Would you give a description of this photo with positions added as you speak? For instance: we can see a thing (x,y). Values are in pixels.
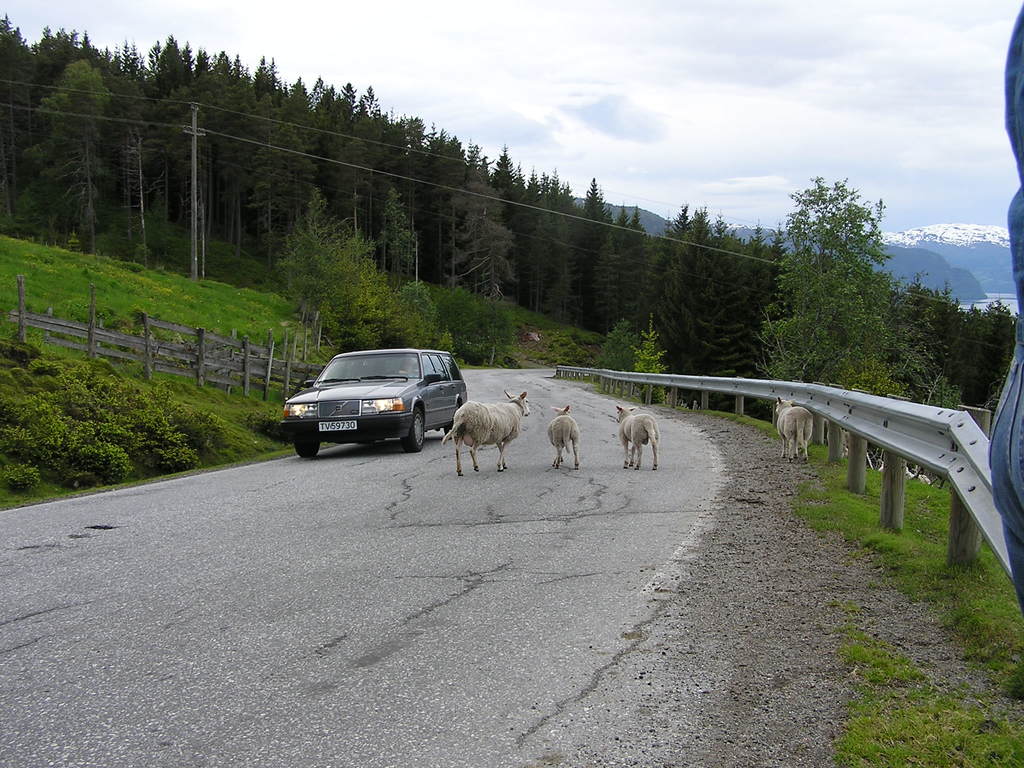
There is a road (360,539). On that there is a car (413,383) and animals (526,409). On the side there is a railing (859,431). Also there are plants (98,264), trees (316,213), electric pole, sky (680,140) and hills (974,235).
